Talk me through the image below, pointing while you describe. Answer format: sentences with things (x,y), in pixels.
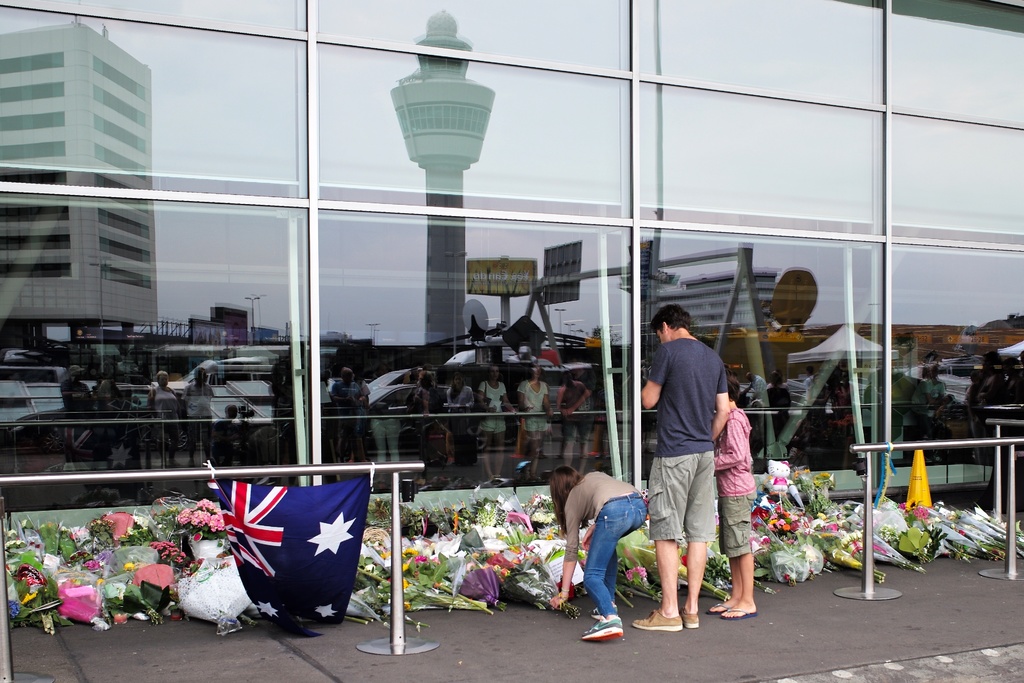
In this image I can see the ground (622,614), few persons (690,524) standing on the ground (811,670), the flag (354,535) and number of flower bouquets (212,565) on the ground (951,569). I can see the glass building (662,238) and on the glass (466,249) I can see the reflection (390,279) of several persons (377,446) standing, few vehicles (408,394), few buildings (459,328) and the sky (713,149).
